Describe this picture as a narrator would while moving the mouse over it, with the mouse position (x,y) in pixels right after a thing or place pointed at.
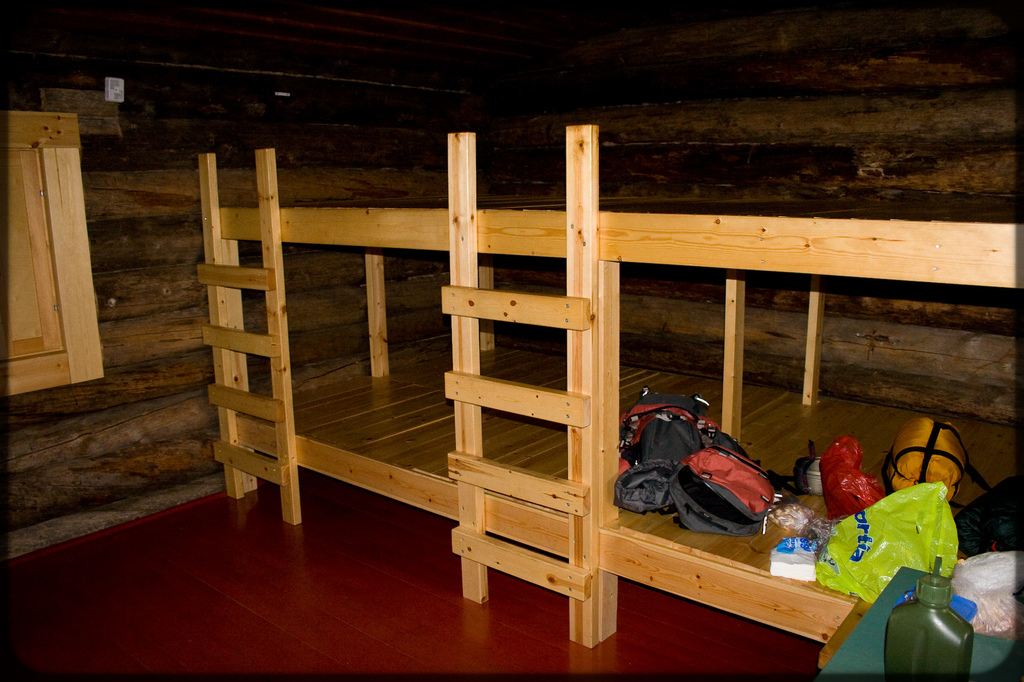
In this picture there is a wooden bed (343,240) of two levels and many objects (775,506) are placed on it and the background (404,153) is wooden made.
